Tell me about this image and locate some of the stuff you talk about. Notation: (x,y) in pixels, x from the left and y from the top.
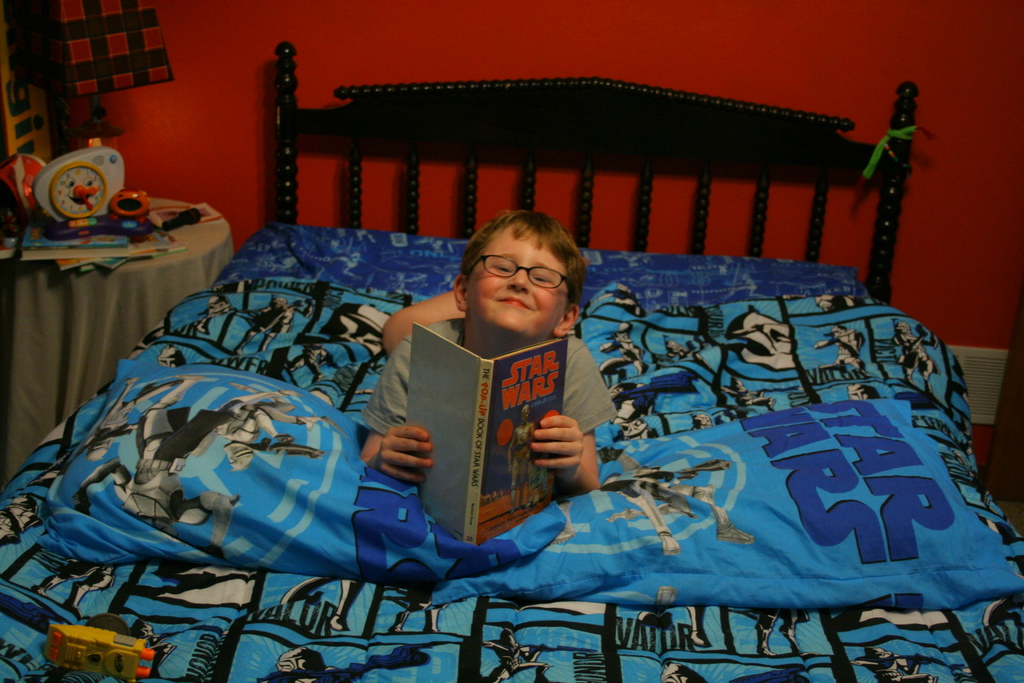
The kid (513,301) is lying on the blue bed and holding a book (485,427) which has star wars written on it and the background wall (584,52) is red in color.
